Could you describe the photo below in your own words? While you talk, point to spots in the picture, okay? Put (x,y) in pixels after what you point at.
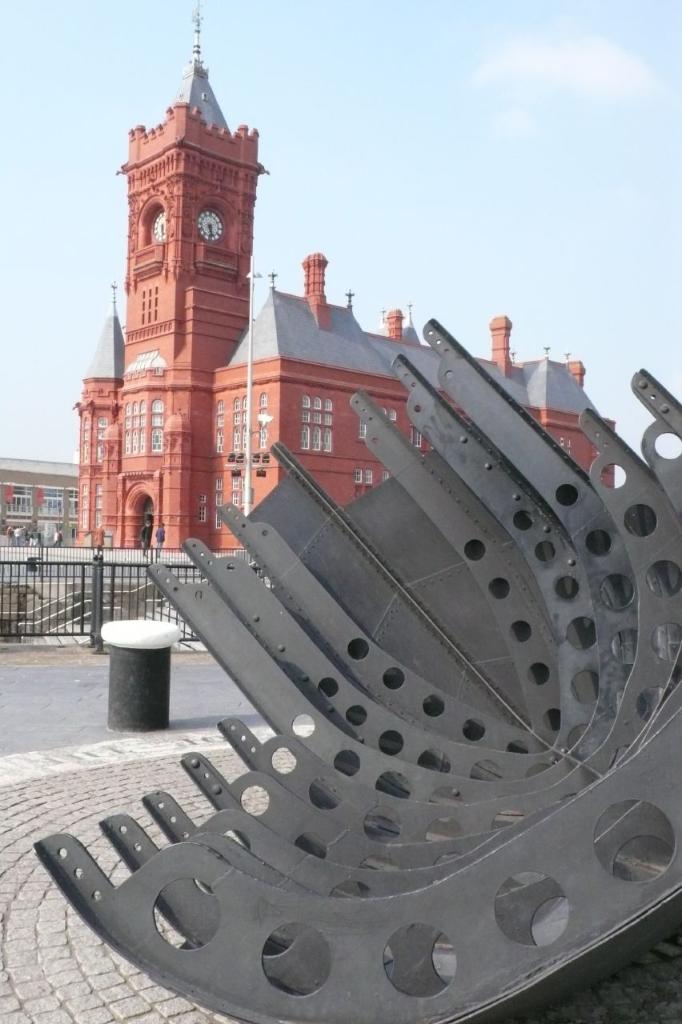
In the image we can see the building (219,417), these are the windows (219,417) of the building (202,399) and we can even see a clock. Here we can see a metal object (380,766), footpath (88,747), road (71,701), fence (73,596) and the sky (486,147). We can even see there are people (12,537).
